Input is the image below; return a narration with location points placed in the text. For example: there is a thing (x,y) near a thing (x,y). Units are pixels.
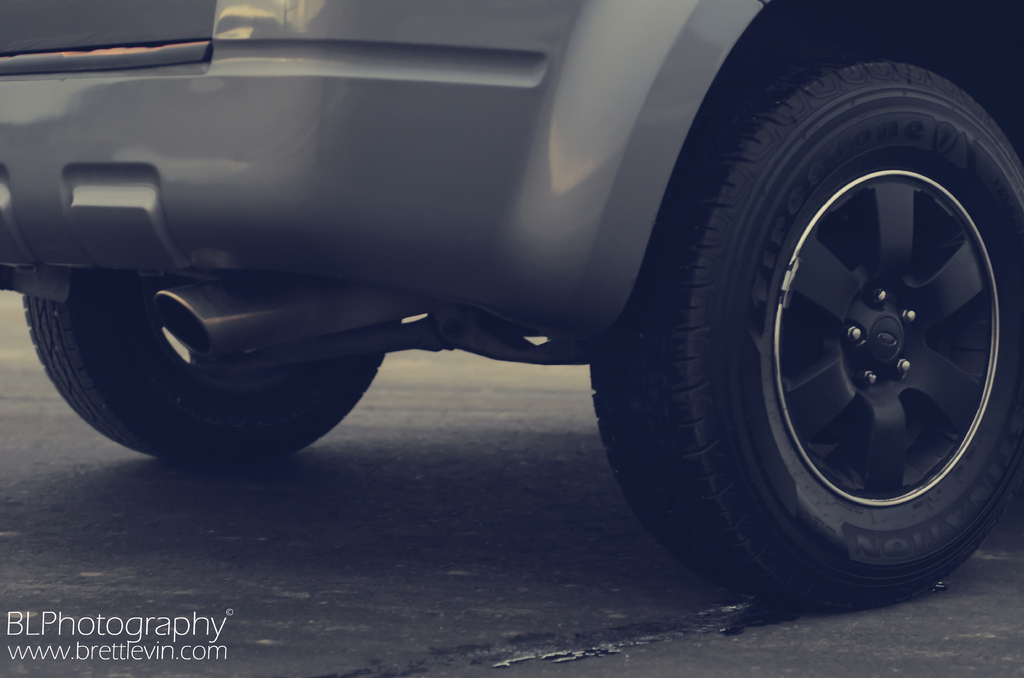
In this picture it looks like a vehicle (602,294), in the bottom left hand side (140,649) I can see the text (101,653).
